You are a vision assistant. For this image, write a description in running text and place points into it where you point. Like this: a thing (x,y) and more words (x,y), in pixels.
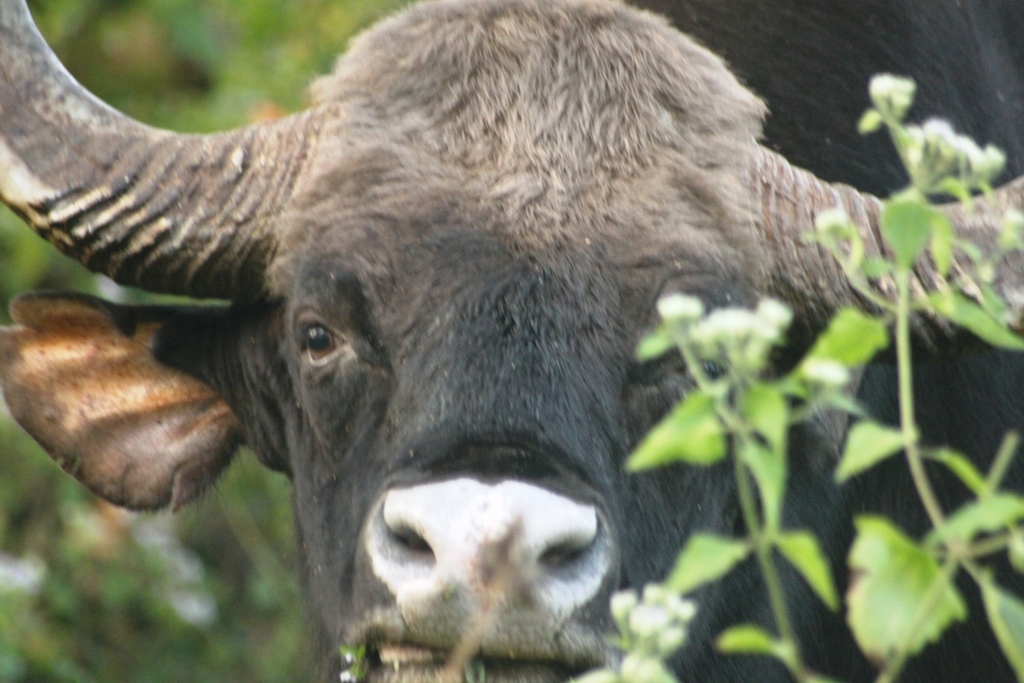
In the center of the image (459,376) we can see a buffalo (413,335). In the background of the image (2,579) we can see the plants (78,596).
